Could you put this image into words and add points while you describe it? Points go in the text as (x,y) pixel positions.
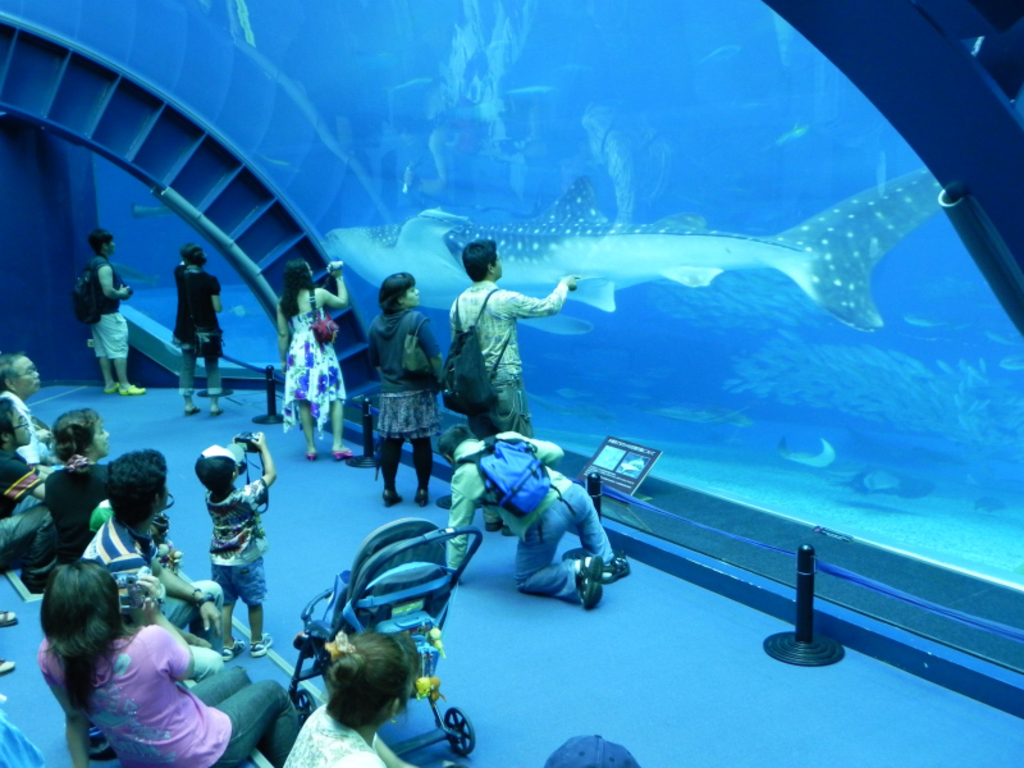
In this image on the left side (226,532) I can see some people (225,641). In the background (569,242), I can see a fish (637,259).
